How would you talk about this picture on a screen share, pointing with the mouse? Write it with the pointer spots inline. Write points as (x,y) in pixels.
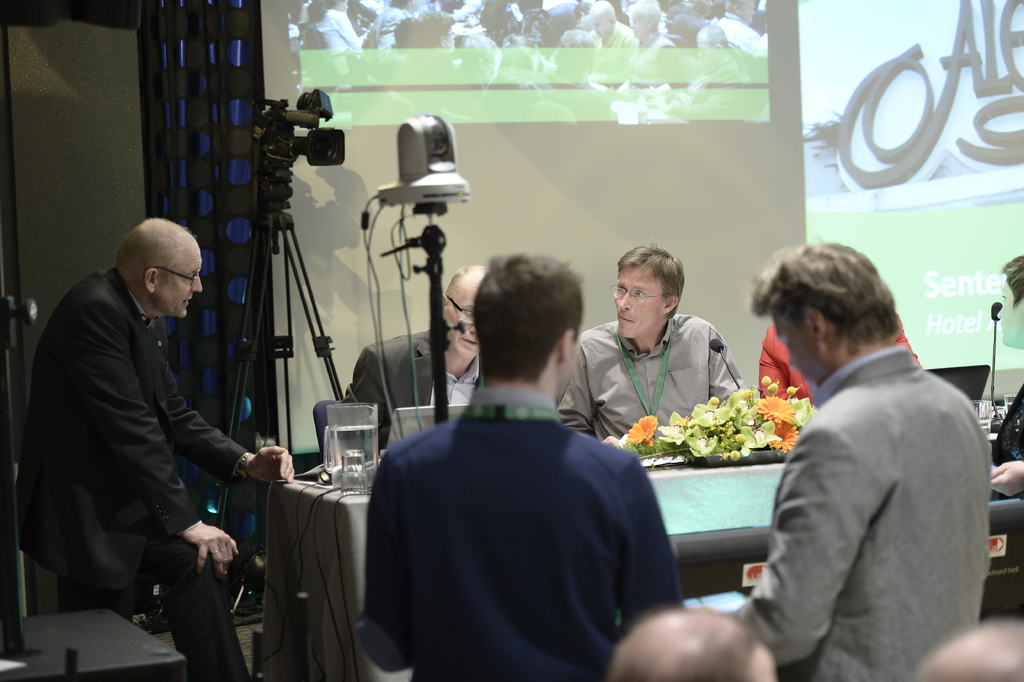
in the given image we can see many people (527,263) together, there is a flower bouquet (705,436) in front of them. This is a microphone (722,357). This is a projected screen (601,91).
